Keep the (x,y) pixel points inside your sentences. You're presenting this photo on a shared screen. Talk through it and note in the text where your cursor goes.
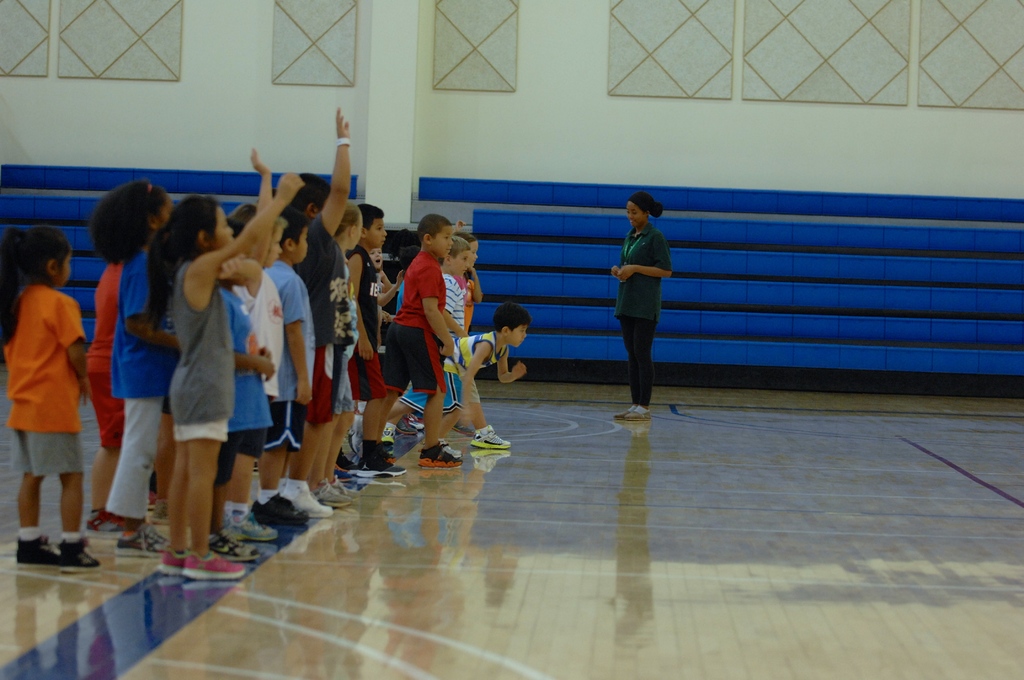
In this image we can see group of persons (368,360) on the ground (505,402). In the background (614,135) there is a wall (720,149).
